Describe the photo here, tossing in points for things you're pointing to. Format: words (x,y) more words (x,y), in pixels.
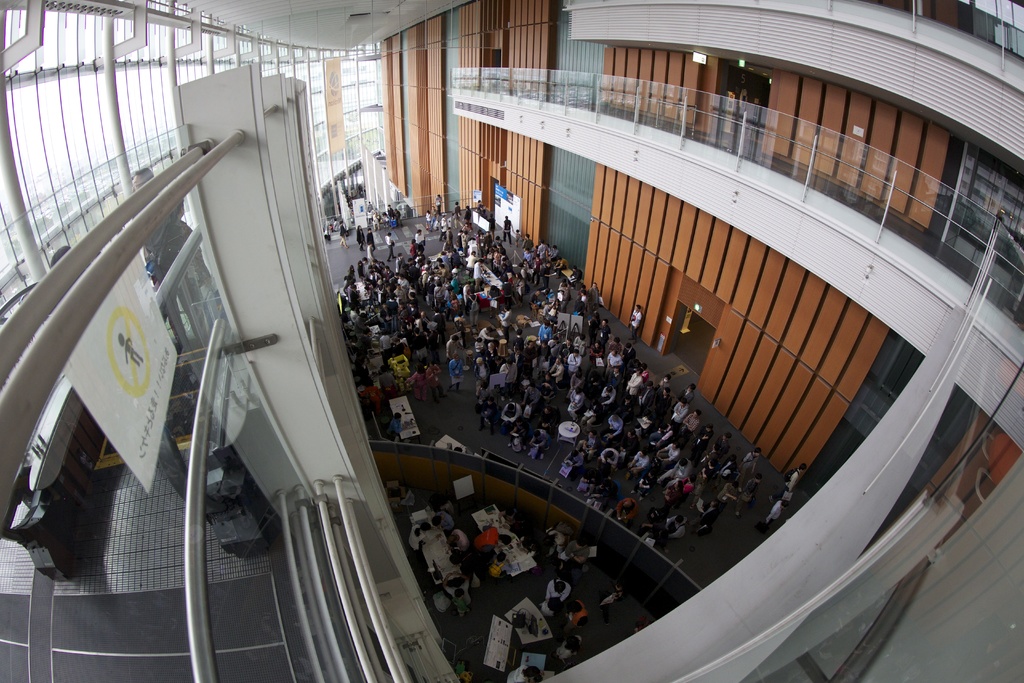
In this image we can see the inside view of a building (57,616) that includes people (493,369) standing, glass windows (987,192), railing (819,675) and we can also see a board (123,361) with some text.
